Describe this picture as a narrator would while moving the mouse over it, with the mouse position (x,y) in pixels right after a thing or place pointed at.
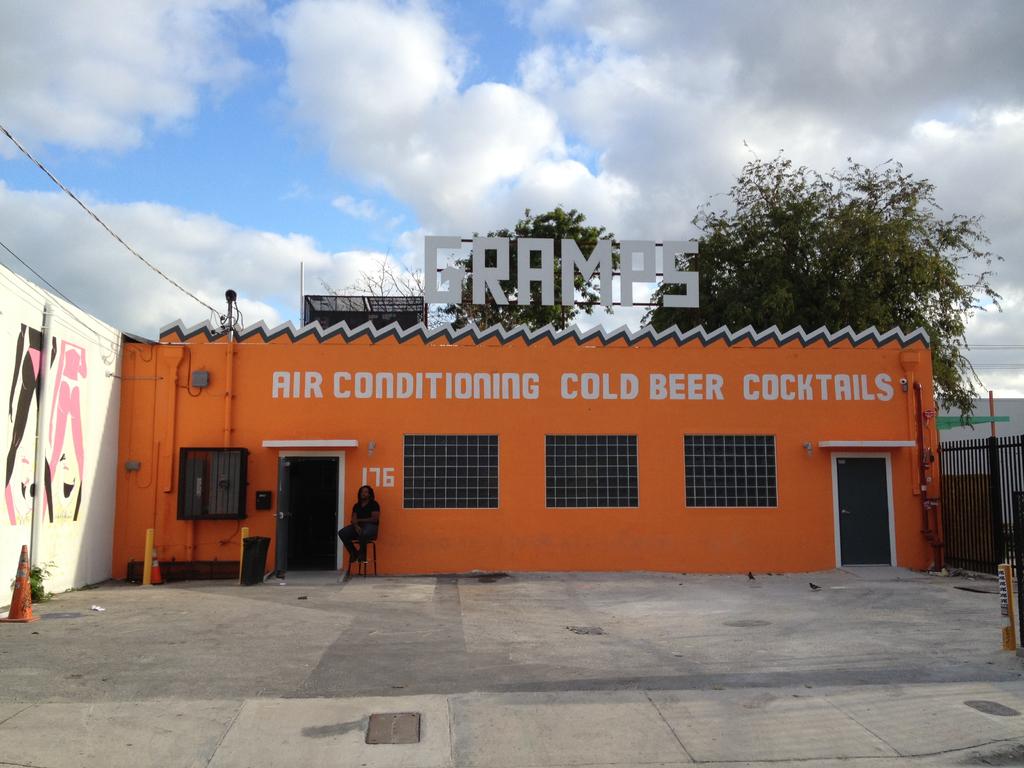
In the center of the image (578,454) we can see a house (506,420), doors (314,472), windows (571,473), wall (131,395), pipe (229,419), poles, grilles (941,442) and a lady (374,505) is sitting on the stool (370,542). In the background of the image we can see a plant (40,573), divider cones (13,600), poles (1005,607), trees (666,307). At the bottom of the image (563,671) we can see the floor (536,642). At the top of the image (641,162) we can see the clouds (638,154) are present in the sky (682,187).
